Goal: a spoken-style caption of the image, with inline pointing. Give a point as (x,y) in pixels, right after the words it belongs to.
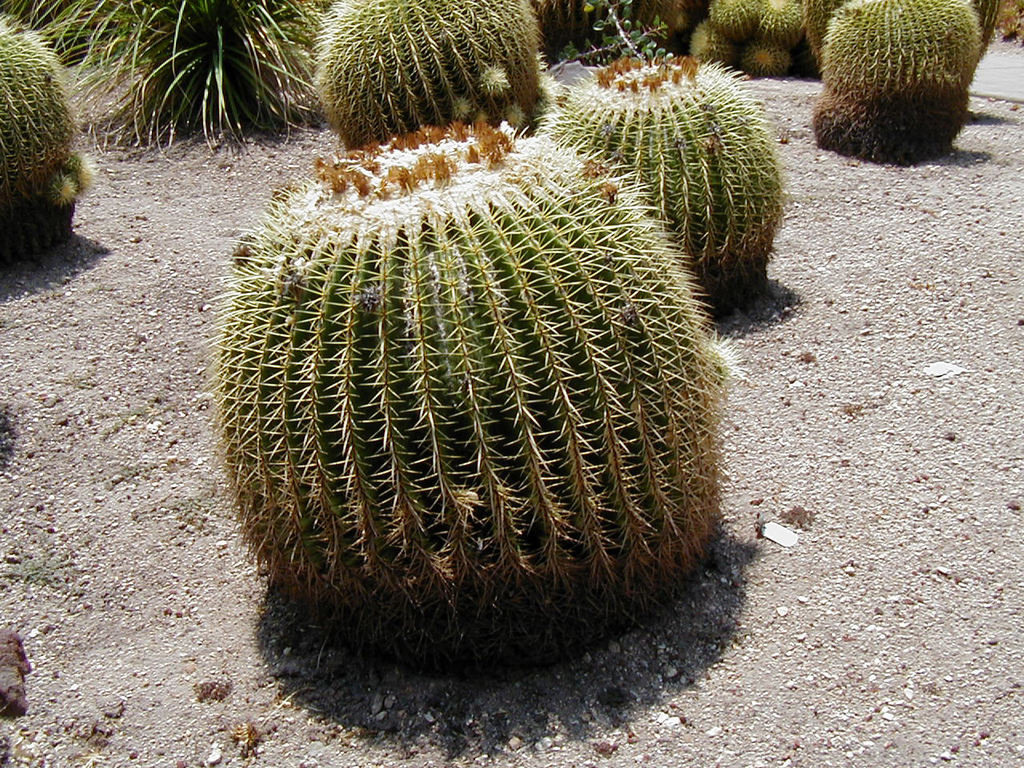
In this image we can see cactus plants (632,149).
